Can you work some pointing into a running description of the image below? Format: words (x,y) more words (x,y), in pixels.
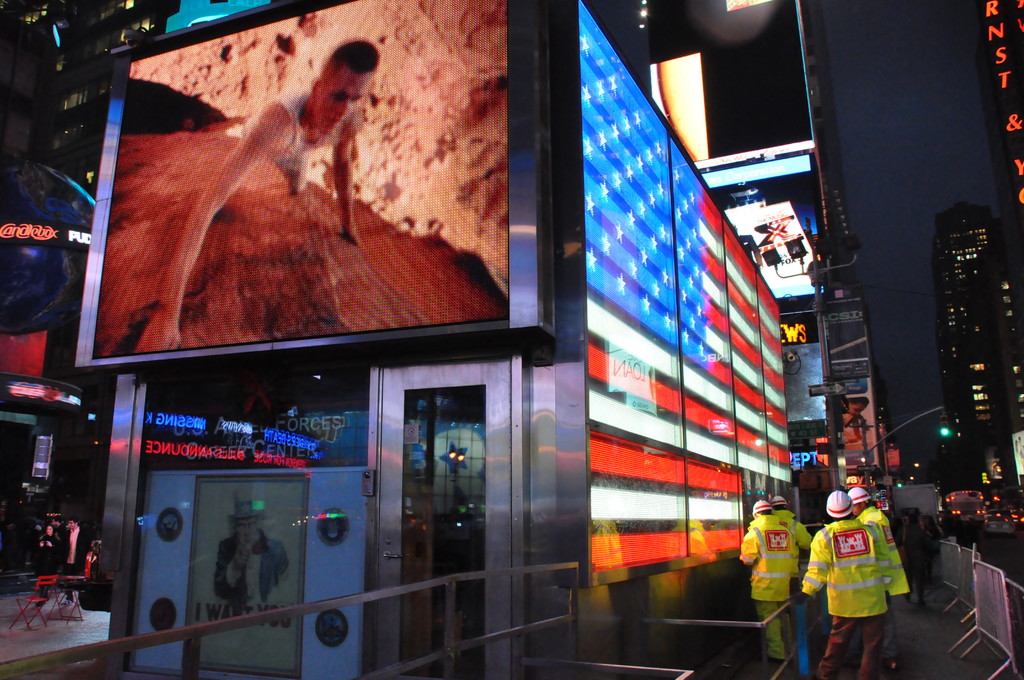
In this image we can see buildings (269,354) and display screens (773,311) on the walls (525,278) of them, persons (851,537) standing and walking on the roads (938,584), iron grills (960,554), barrier poles (959,585), name boards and sky (932,166).
